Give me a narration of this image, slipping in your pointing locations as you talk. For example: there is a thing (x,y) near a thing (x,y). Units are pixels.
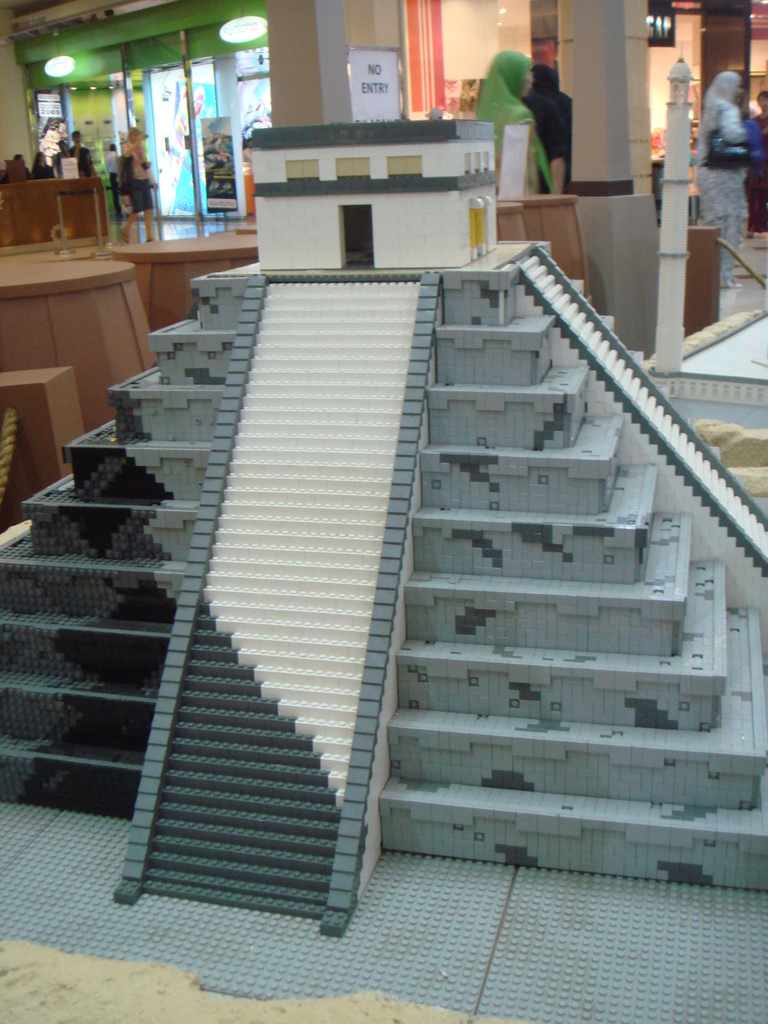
In the image we can see there is a pyramid statue (424,585) and behind there are other people (765,111) standing. There is a sign board (374,74) on which it's written "No Entry".
